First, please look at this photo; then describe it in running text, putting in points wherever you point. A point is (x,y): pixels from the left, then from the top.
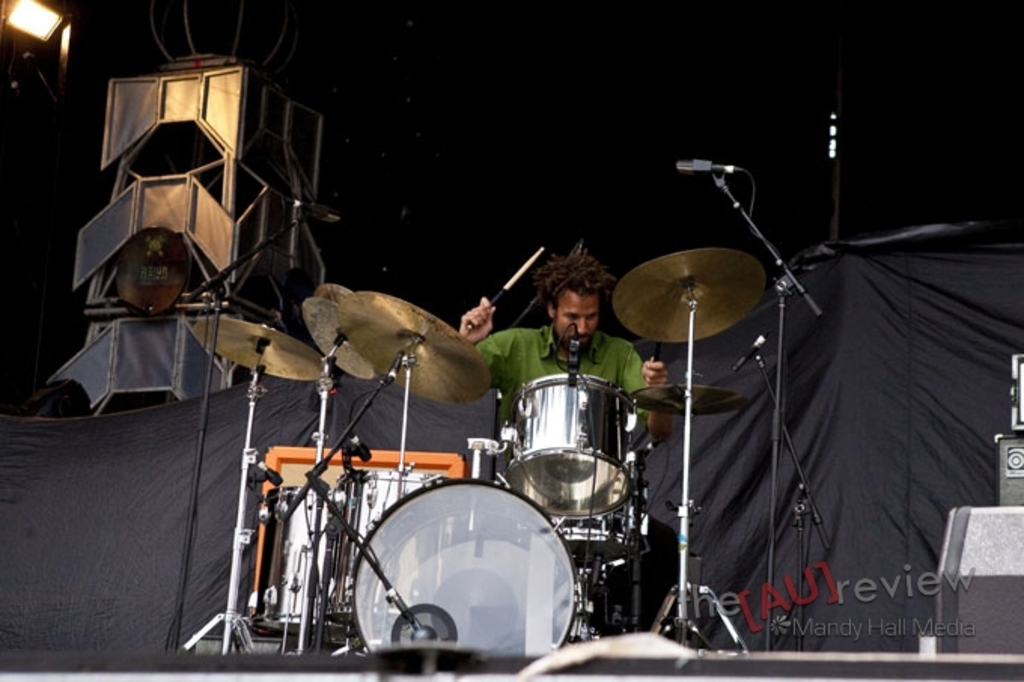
In the center of the image (580,329) we can see a man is sitting and playing the musical instruments (493,505). In the background of the image (40,542) we can see the cloth (662,482). On the left side of the image (143,218) we can see a stand (116,133) and light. On the right side of the image (1011,599) we can see a light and speakers (1016,459). In the bottom right corner (868,600) we can see the text (857,621). At the top (596,61), the image is dark.
